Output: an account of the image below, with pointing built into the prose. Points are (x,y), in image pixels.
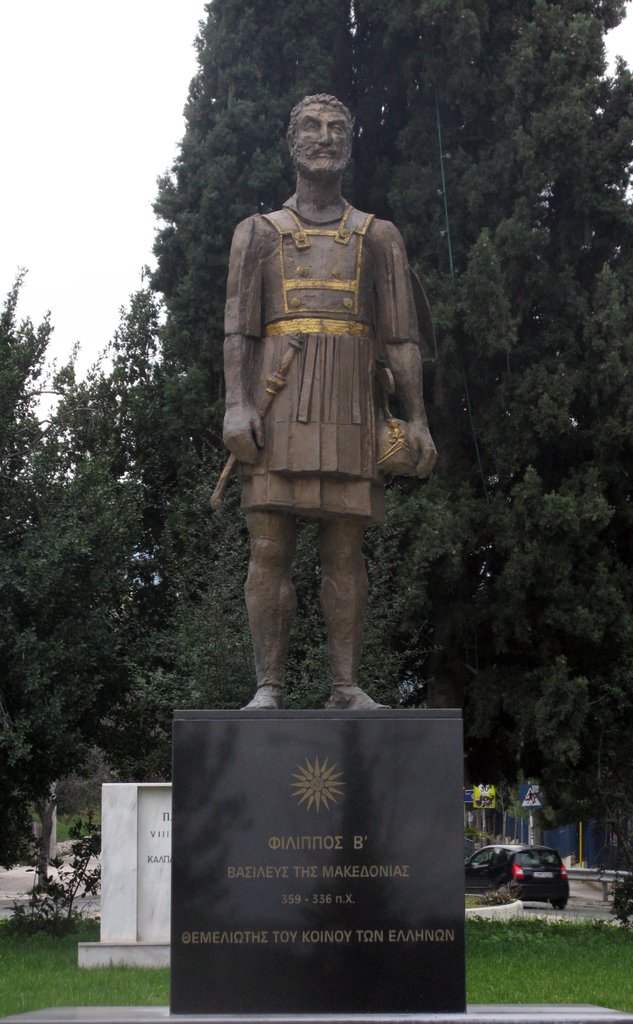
In this picture there is a statue (343,404) of a person (237,458) in the foreground (239,450) and there is text (231,936) on the wall (312,718). At the back (466,466) there are trees (283,181) and there is a vehicle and railing (571,878) and there are boards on poles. At the top (156,222) there is sky (27,3). At the bottom (508,956) there is grass (497,952).
